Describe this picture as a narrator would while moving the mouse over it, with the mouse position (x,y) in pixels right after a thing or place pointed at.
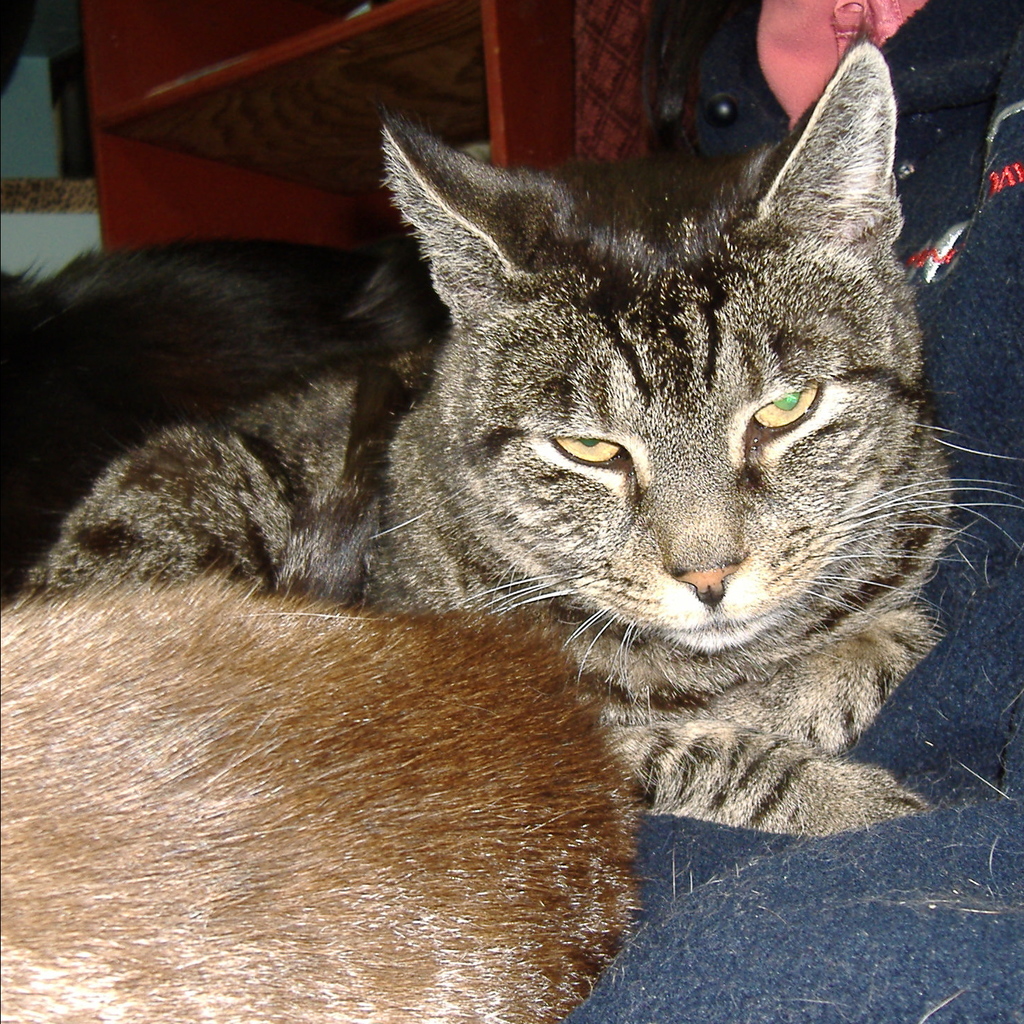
In this image I can see a grey colour cat (244,486). I can also see few other animals (110,357) over here.
